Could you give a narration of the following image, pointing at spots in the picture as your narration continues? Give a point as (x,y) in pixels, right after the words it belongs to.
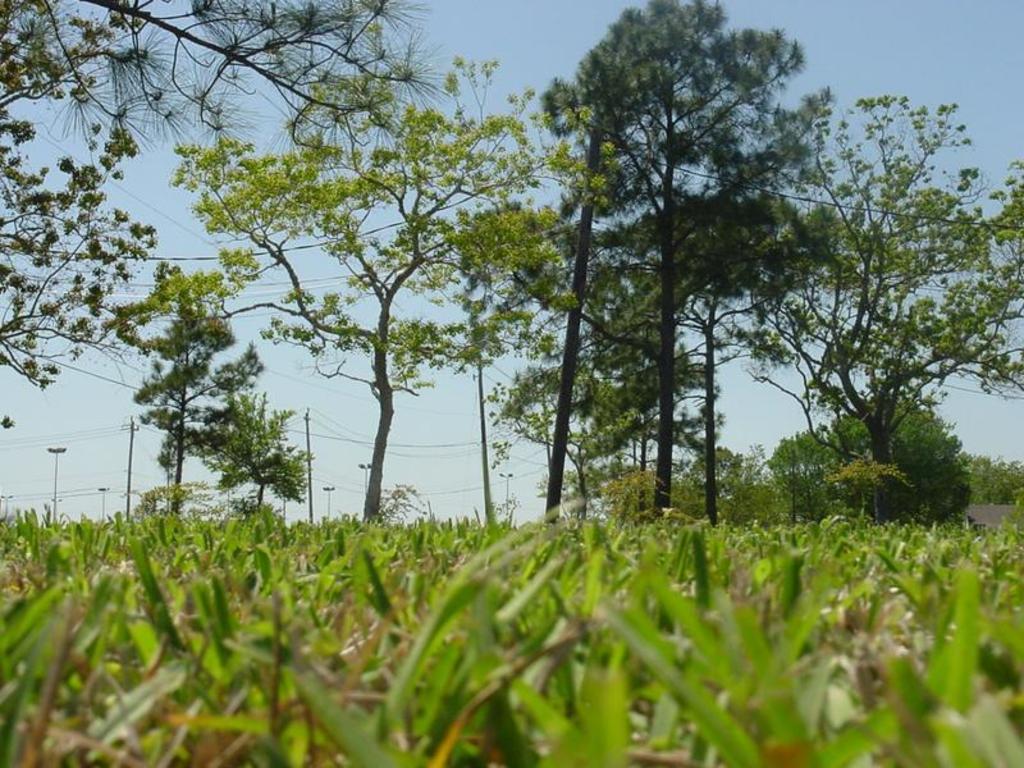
There is grass (426,696) at the front (408,523). There are trees (377,514) at the back (923,508) and there are electric poles (130,464) and wires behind them.
